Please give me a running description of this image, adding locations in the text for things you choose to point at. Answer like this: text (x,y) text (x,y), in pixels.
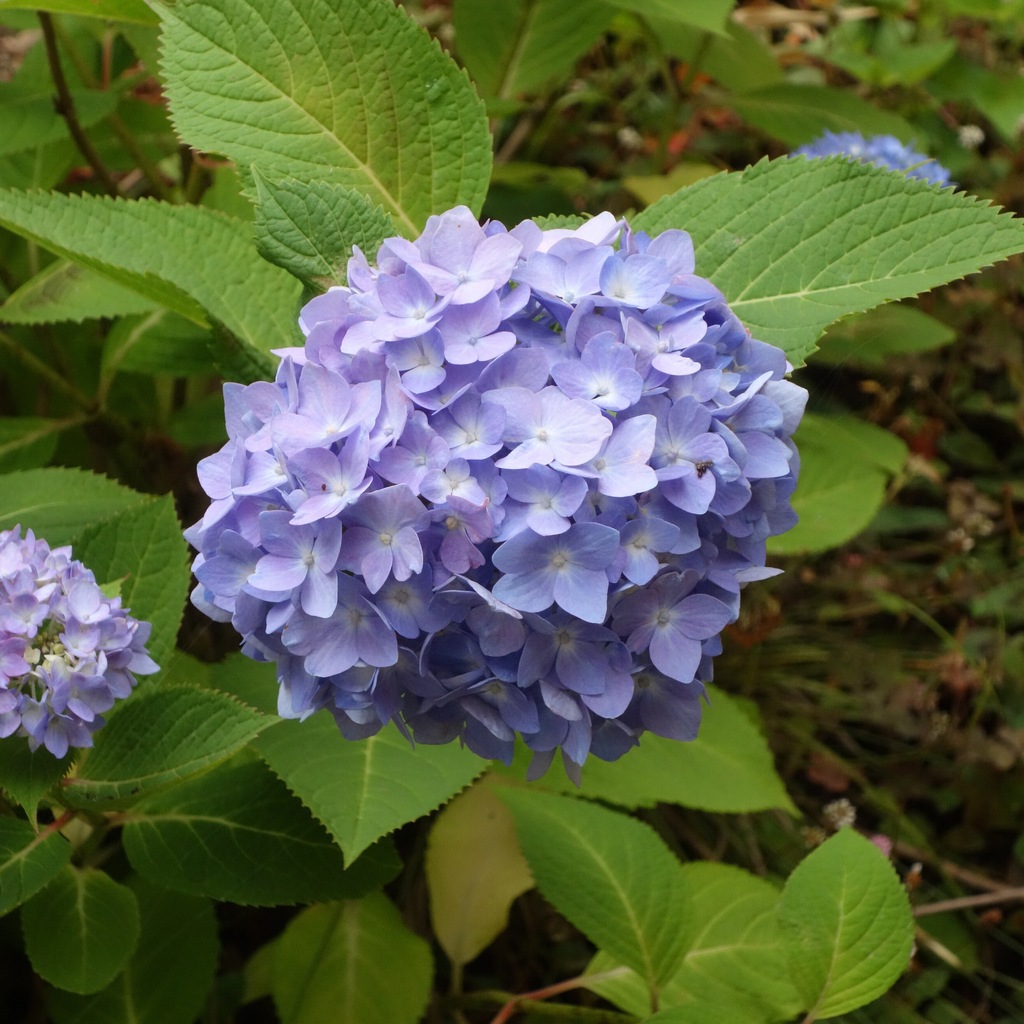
In this image, we can see bunches of flowers (463,426). In the background (987,56) we can see leaves (953,42) and stems (498,992).
